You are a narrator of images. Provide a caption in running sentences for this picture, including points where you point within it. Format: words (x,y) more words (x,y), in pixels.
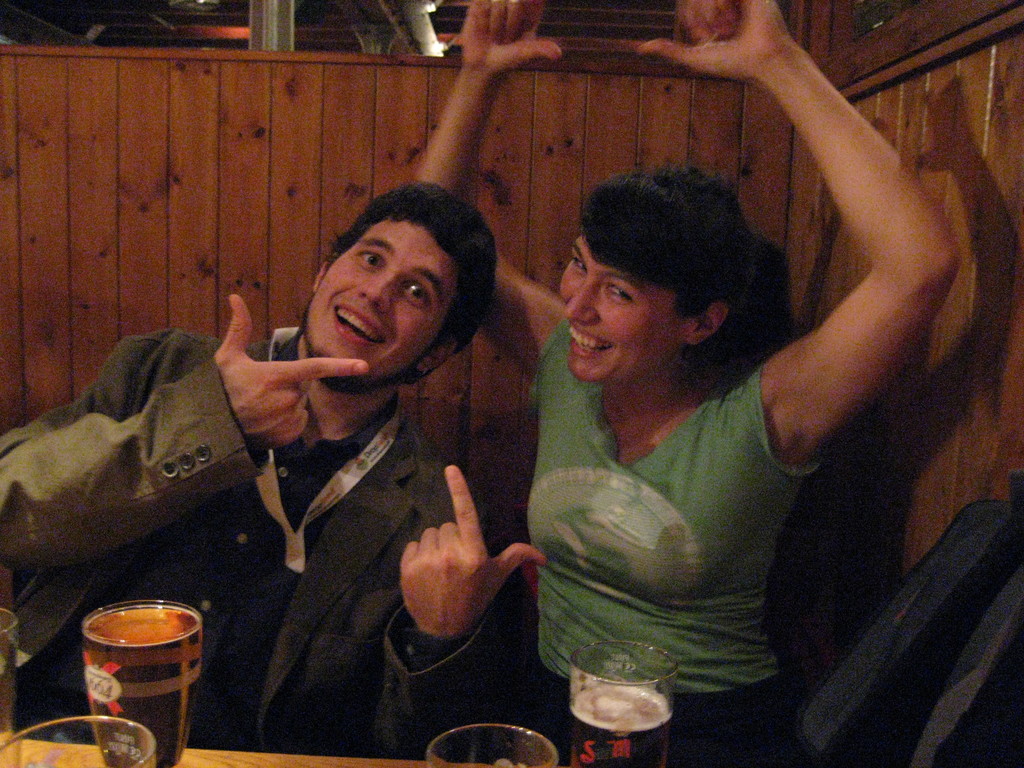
In the picture I can see a man (423,489), a woman (614,475) are sitting and smiling. Here I can see glasses (173,742) on the table (224,757). In the background (36,155) I can see wooden wall (361,143) and some other objects (430,33).
